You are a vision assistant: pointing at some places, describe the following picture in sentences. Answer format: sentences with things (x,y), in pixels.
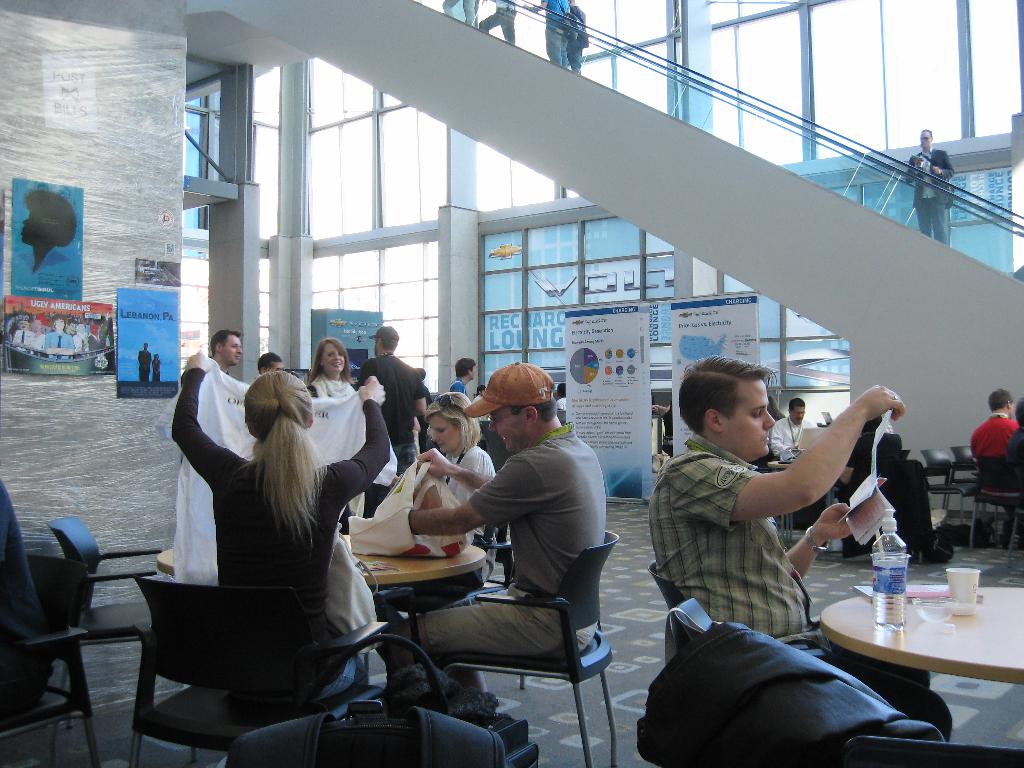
In the image we can see few persons (489,458) were sitting on the chair (428,591) around the table (951,646). On table (949,632), we can see bag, water bottle (900,591), glass (962,575), book (935,588) and tissue paper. In the bottom (256,739) we can see backpack (738,739). In the background (442,166) there is a wall (927,433), glass (533,281), banner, table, chairs (938,462) and few persons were standing.
